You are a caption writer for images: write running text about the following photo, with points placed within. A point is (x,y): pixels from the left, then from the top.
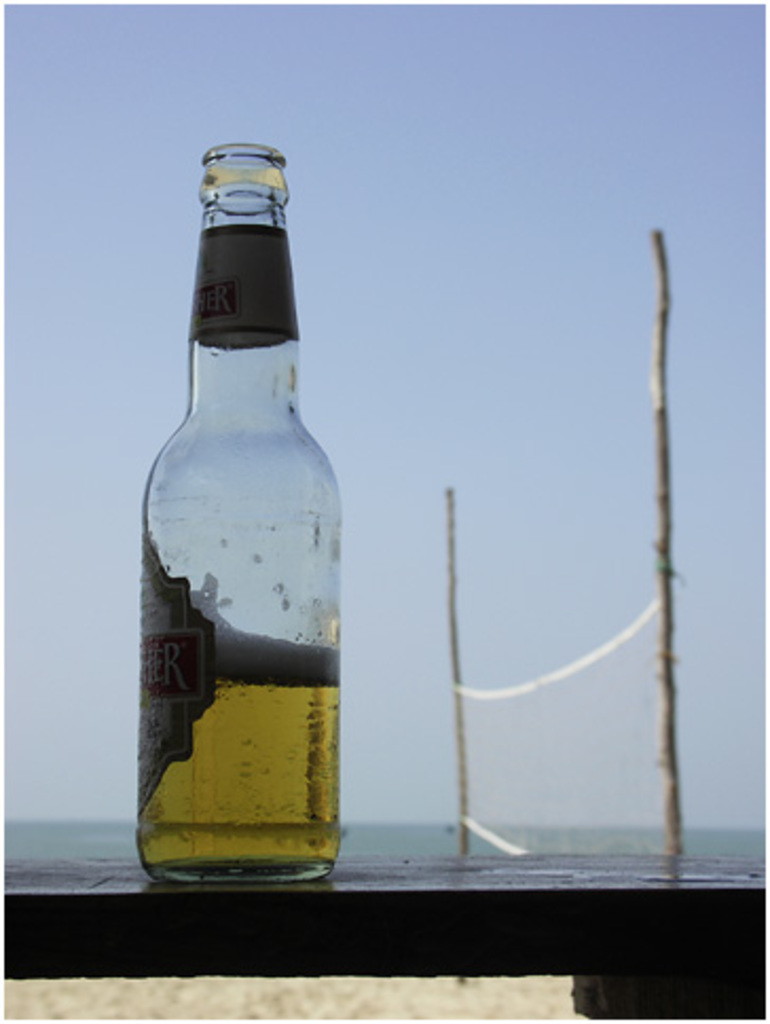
This picture shows a bottle (312,690) placed on the table (212,909). In the background (501,788) there is a net (581,768) and a sky (456,322).
